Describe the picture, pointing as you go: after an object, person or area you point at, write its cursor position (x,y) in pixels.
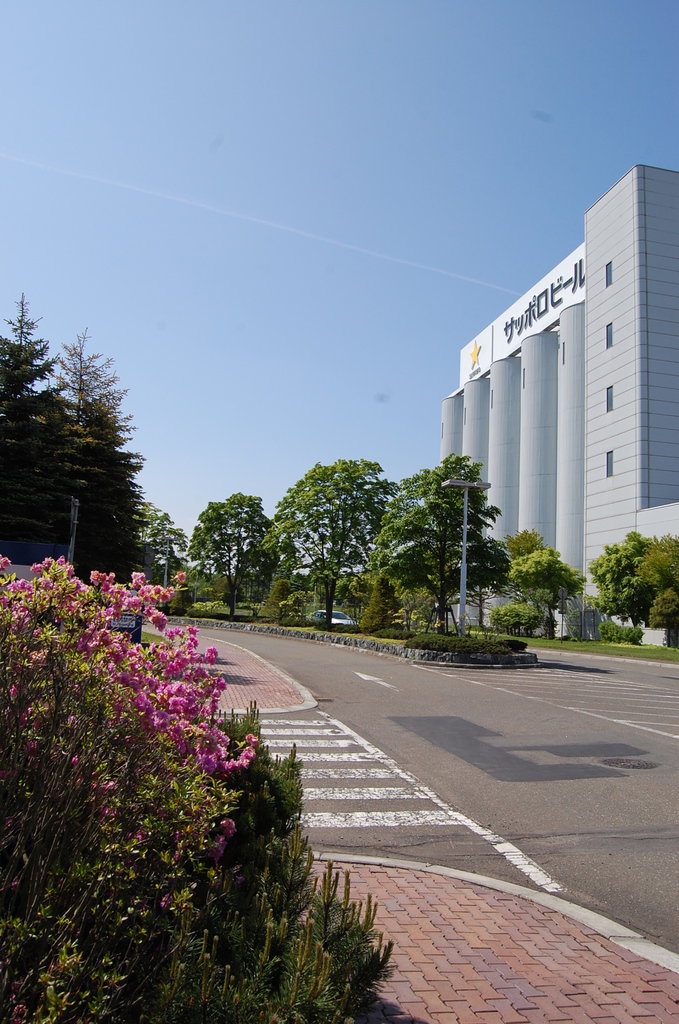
In this picture we can see plants (30,670), flowers (189,741), car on the road (428,704), poles (463,609), trees (435,554) and building (642,470). In the background of the image (402,290) we can see the sky (317,289).
